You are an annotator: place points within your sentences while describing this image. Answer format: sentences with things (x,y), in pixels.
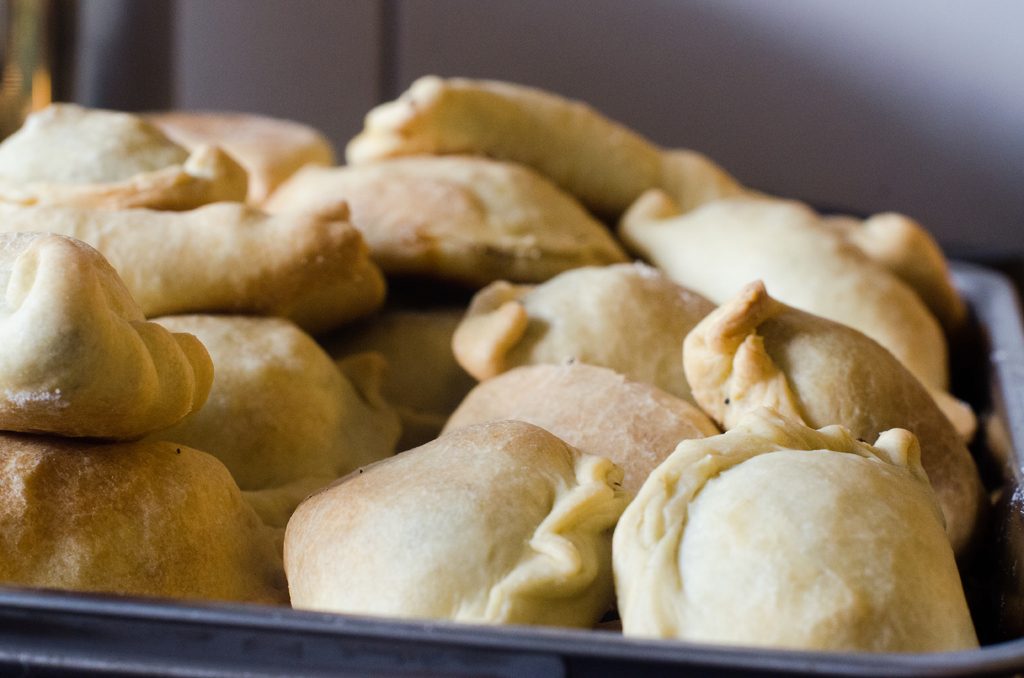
In this image, there is a tray (967,374), in that tray (969,652) there are some food items (160,513) kept.
